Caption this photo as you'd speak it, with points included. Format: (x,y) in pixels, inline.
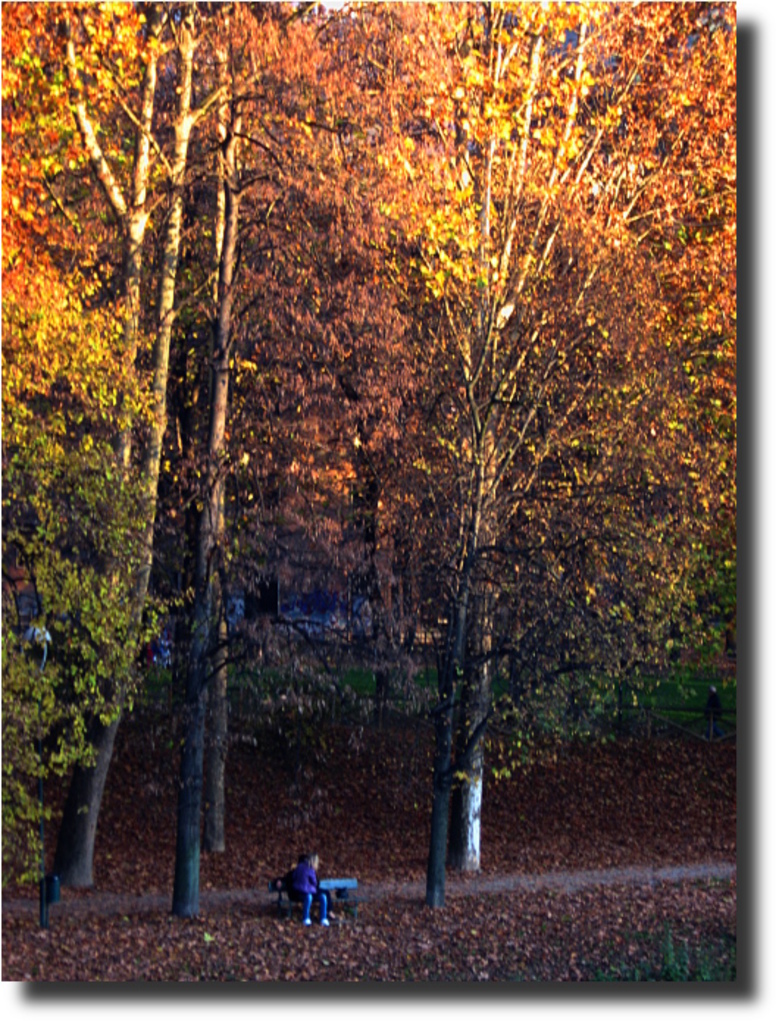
In this picture we can see a person (326,902) is seated on the bench (331,887), behind to him we can find few trees (456,558), and also we can see few leaves (517,943) on the ground (551,939).
